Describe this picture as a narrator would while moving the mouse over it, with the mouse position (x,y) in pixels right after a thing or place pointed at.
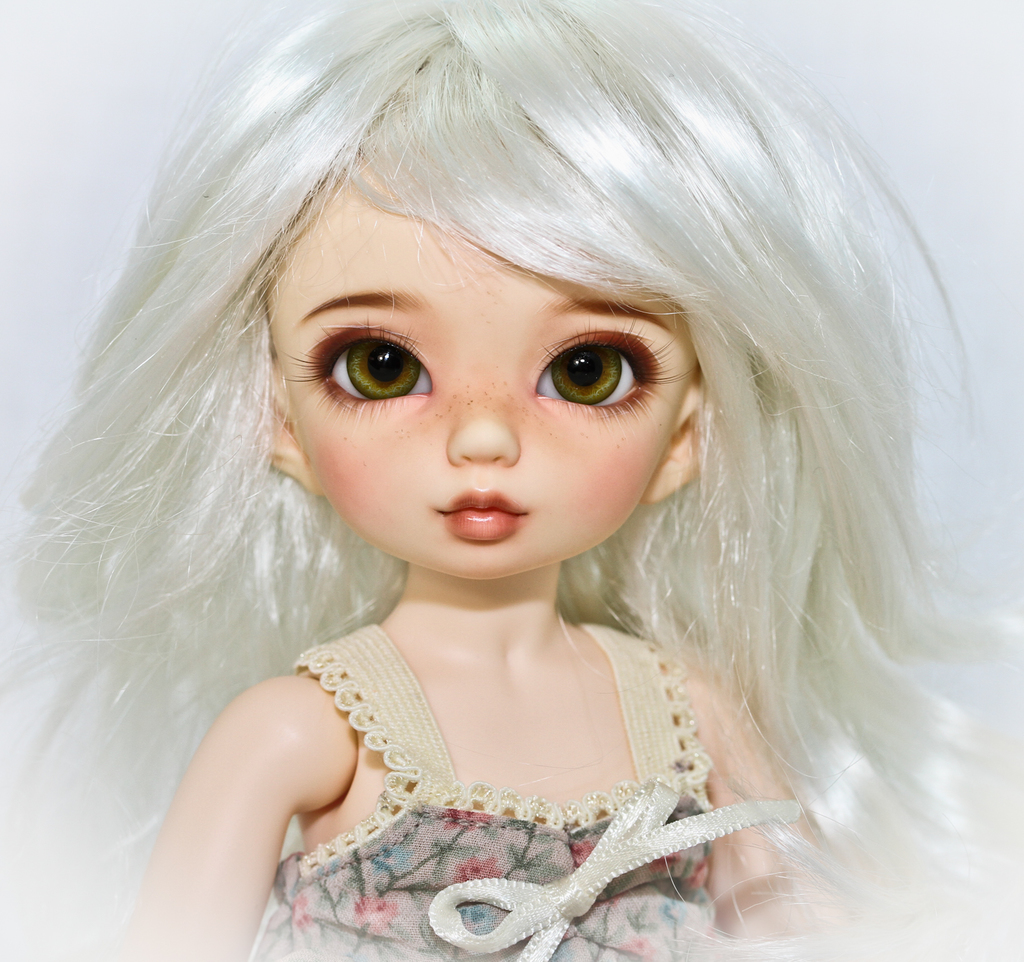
In this picture I can see a doll (753,254), and there is white background (201,66).
